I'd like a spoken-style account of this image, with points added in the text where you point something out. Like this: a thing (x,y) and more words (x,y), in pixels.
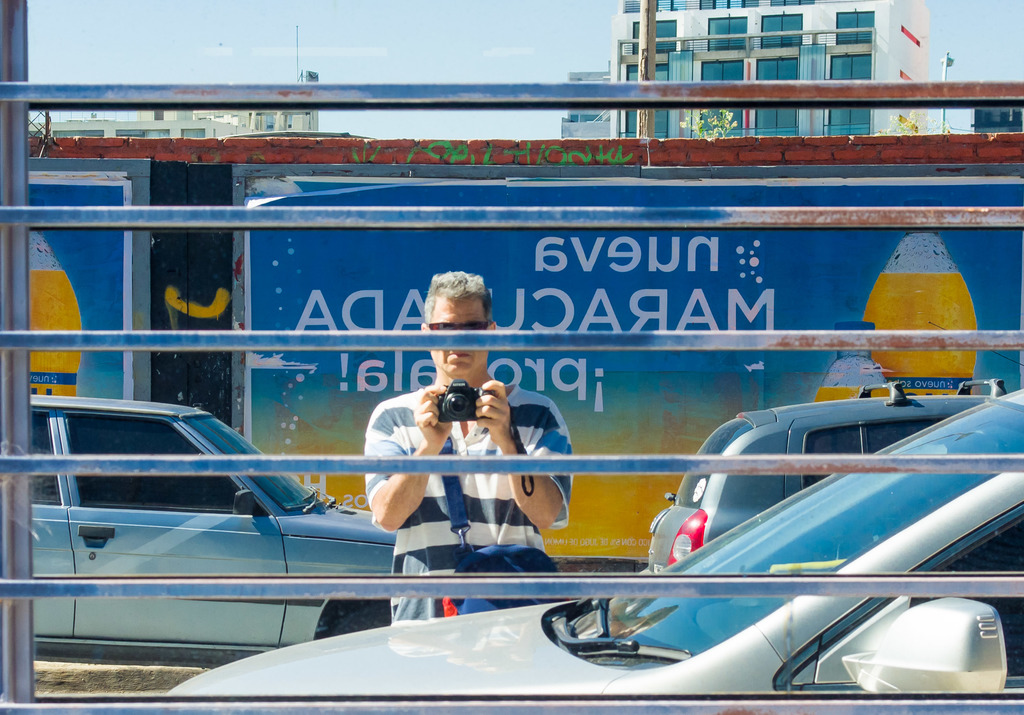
In this picture we can observe a person (412,507) standing holding a camera (459,414) and a blue color bag (470,549). There are some cars (367,559) in this picture. We can observe a railing (242,705). In the background (700,241) there is a wall (430,247) on which we can observe blue and yellow colors. There are white color words (603,298) on this wall (680,323). In the background (644,79) there is a pole (647,69) and a building (630,123). We can observe a sky (318,38) here.
